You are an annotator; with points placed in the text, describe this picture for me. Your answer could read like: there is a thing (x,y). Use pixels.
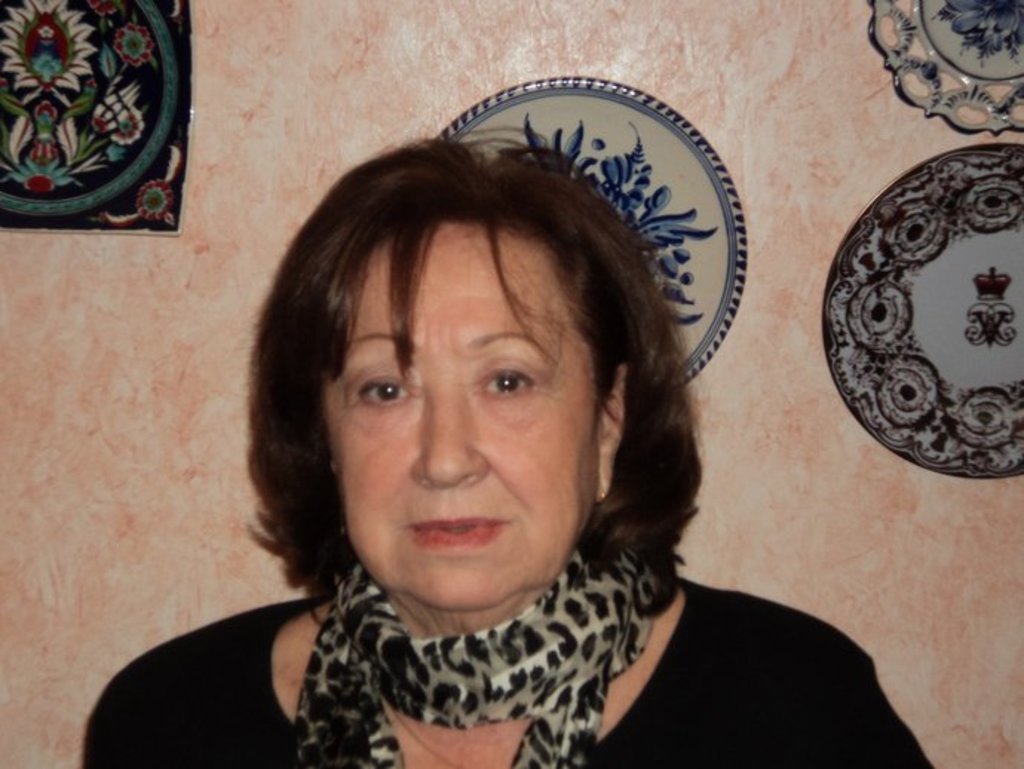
In this picture we can see a woman (374,274) and few glazed tin plates (1008,96) on the wall (633,63) in the background (62,142).
